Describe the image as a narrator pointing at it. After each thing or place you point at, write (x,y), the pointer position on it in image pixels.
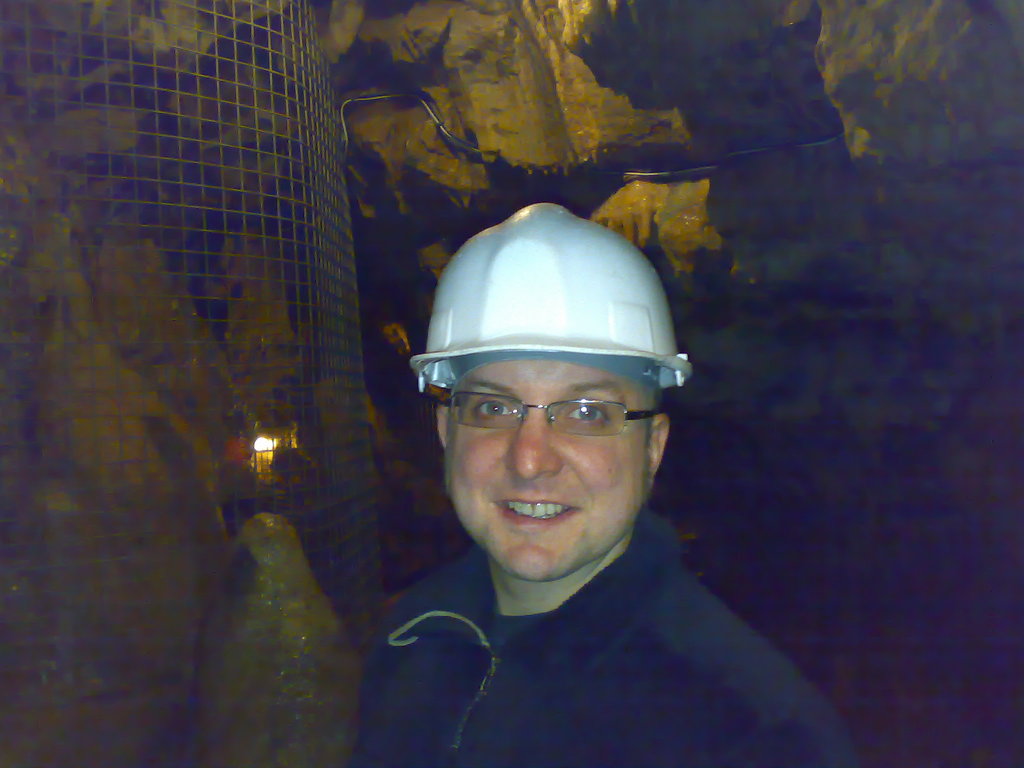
In the picture we can see a man (538,746) wearing a white helmet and beside him we can see the fencing (14,470) and behind him we can see the dark.
